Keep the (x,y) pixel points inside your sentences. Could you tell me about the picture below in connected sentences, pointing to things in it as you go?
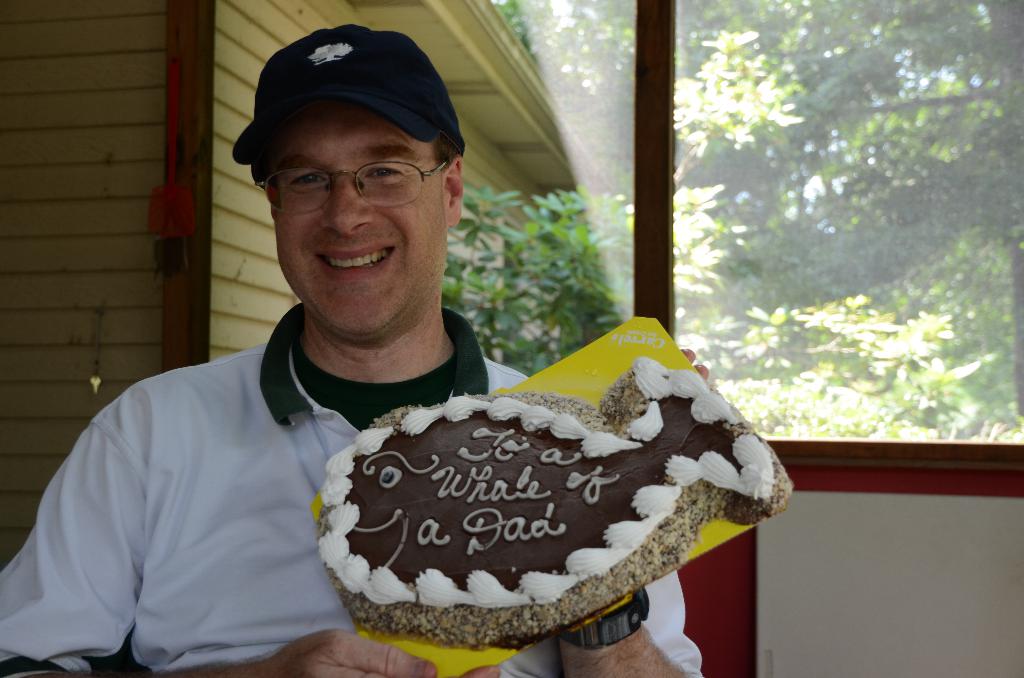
In this picture we can see a person (250,614) holding cake (505,471). In the background (588,98) we can see door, house (56,148), trees (678,152) and sky (836,182).
